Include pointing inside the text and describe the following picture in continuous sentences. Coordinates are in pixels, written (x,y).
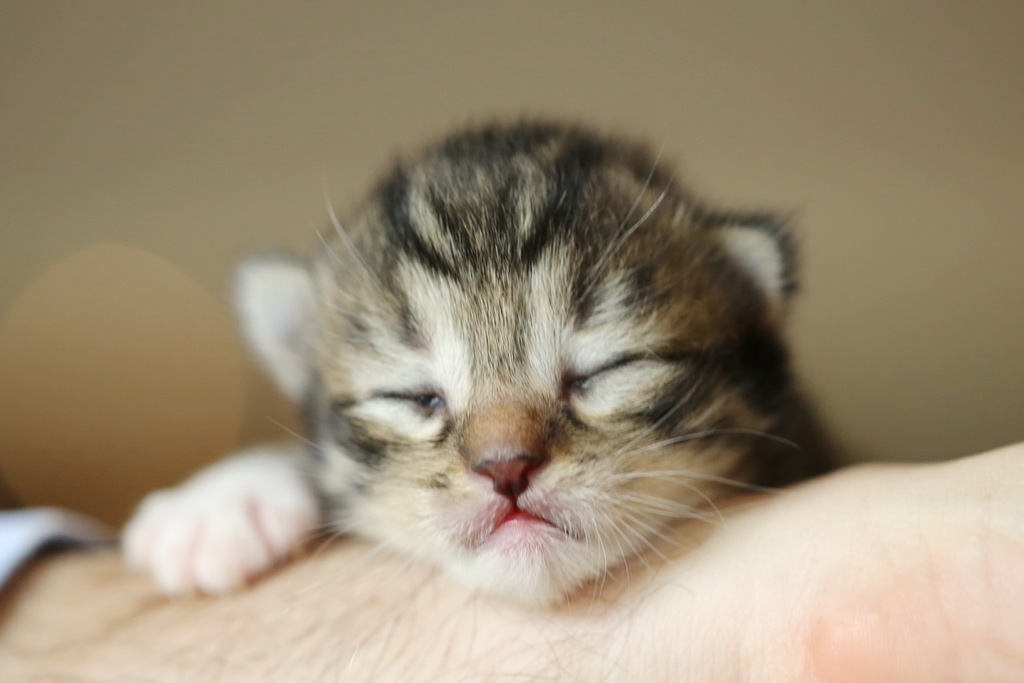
In the center of the image (509,397) we can see a cat (299,396). At the bottom of the image (269,604) we can see a person's hand (609,649). In the background of the image (159,402) we can see the wall (126,184).
